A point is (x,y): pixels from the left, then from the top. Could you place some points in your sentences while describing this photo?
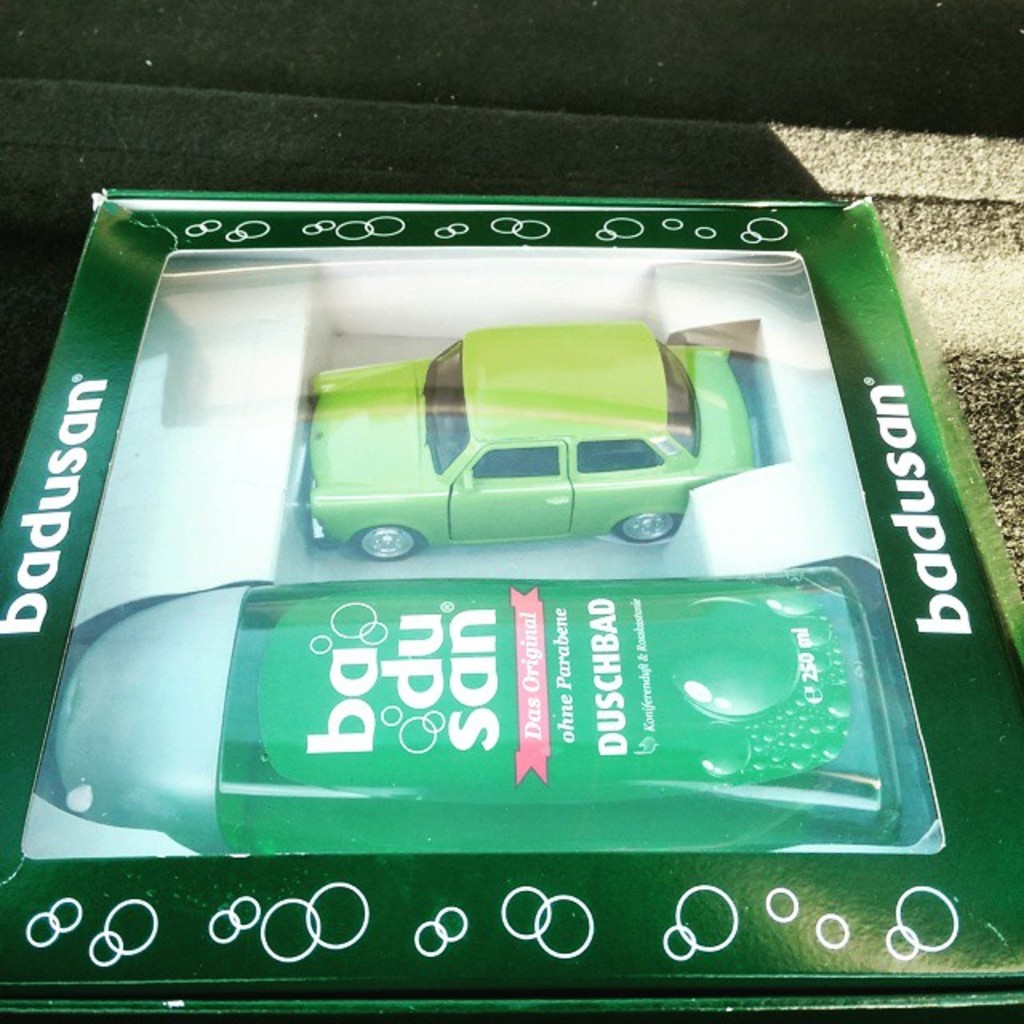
In this picture I can see a toy car (658,513) and there is a kind of bottle (495,604), in a box (75,966).
